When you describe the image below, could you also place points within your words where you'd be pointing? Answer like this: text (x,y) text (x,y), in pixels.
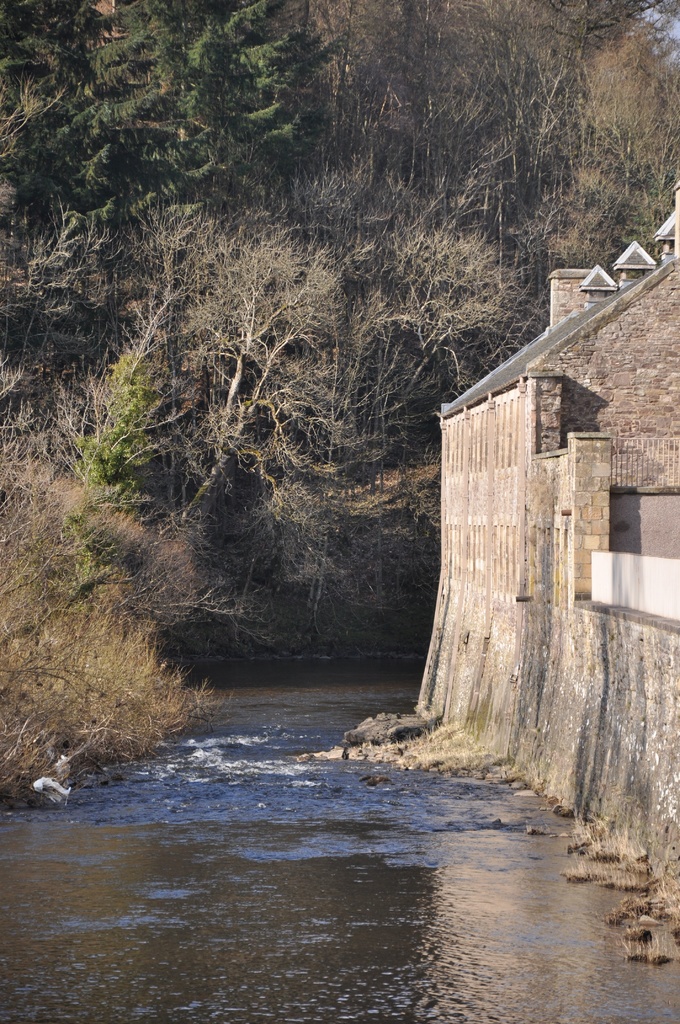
This image is taken outdoors. At the bottom of the image (329,913) there is a river (206,761) with water (323,928). In the background (239,378) there are many trees (199,614) and plants (102,723). On the right side of the image (462,440) there is a house (441,714) with walls (647,827), roof (548,333) and railing (640,482).
